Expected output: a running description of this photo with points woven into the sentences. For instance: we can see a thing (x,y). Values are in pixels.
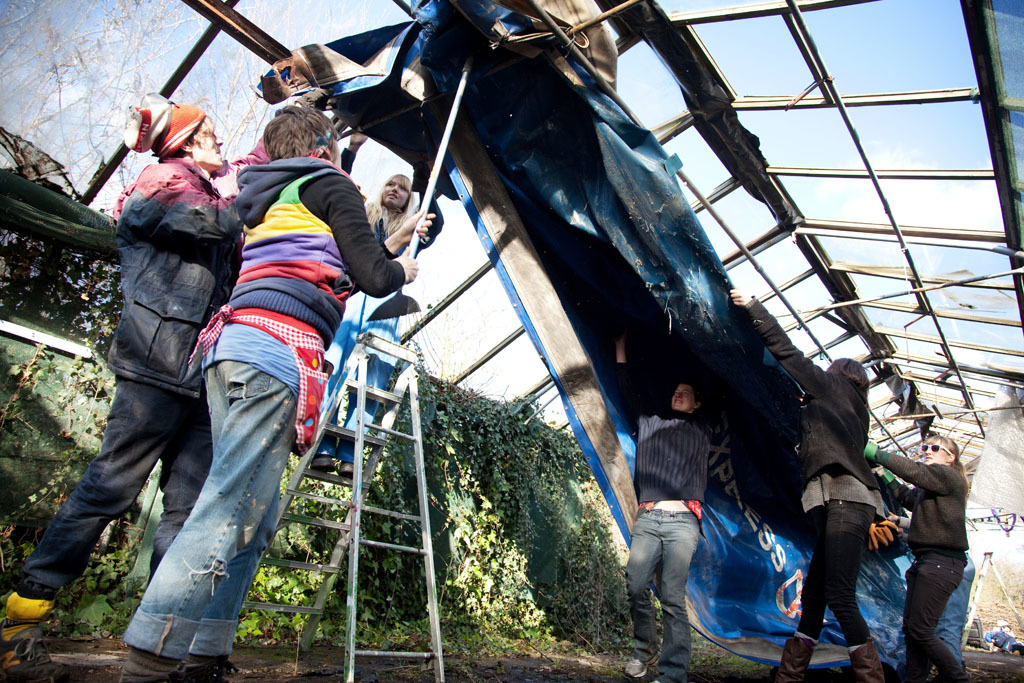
In this picture we can observe some people (381,358). There are men (327,308) and women (810,491) in this picture. We can observe a white color ladder (376,653) and blue color tent (731,486). There are some plants (489,505). In the background (796,146) there is a sky (788,119).
